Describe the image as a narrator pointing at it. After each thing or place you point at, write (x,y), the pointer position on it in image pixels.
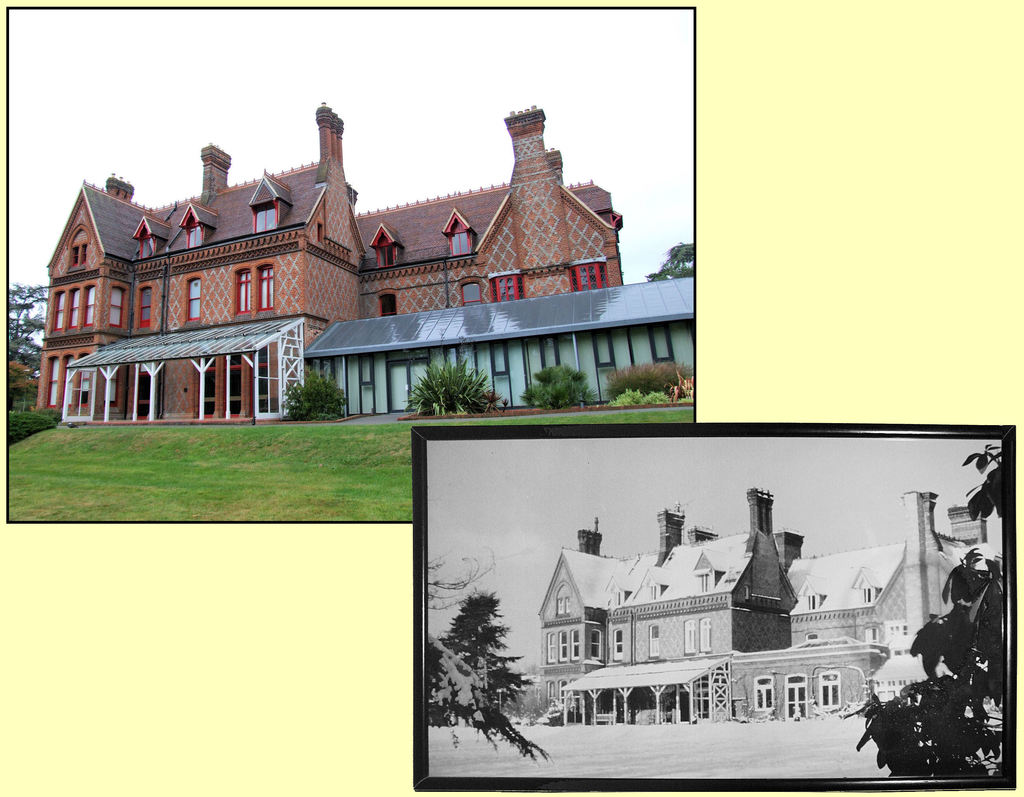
This is a collage picture. Here we can see buildings (503,384), grass (393,451), plants (307,394), trees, and sky (569,181).
